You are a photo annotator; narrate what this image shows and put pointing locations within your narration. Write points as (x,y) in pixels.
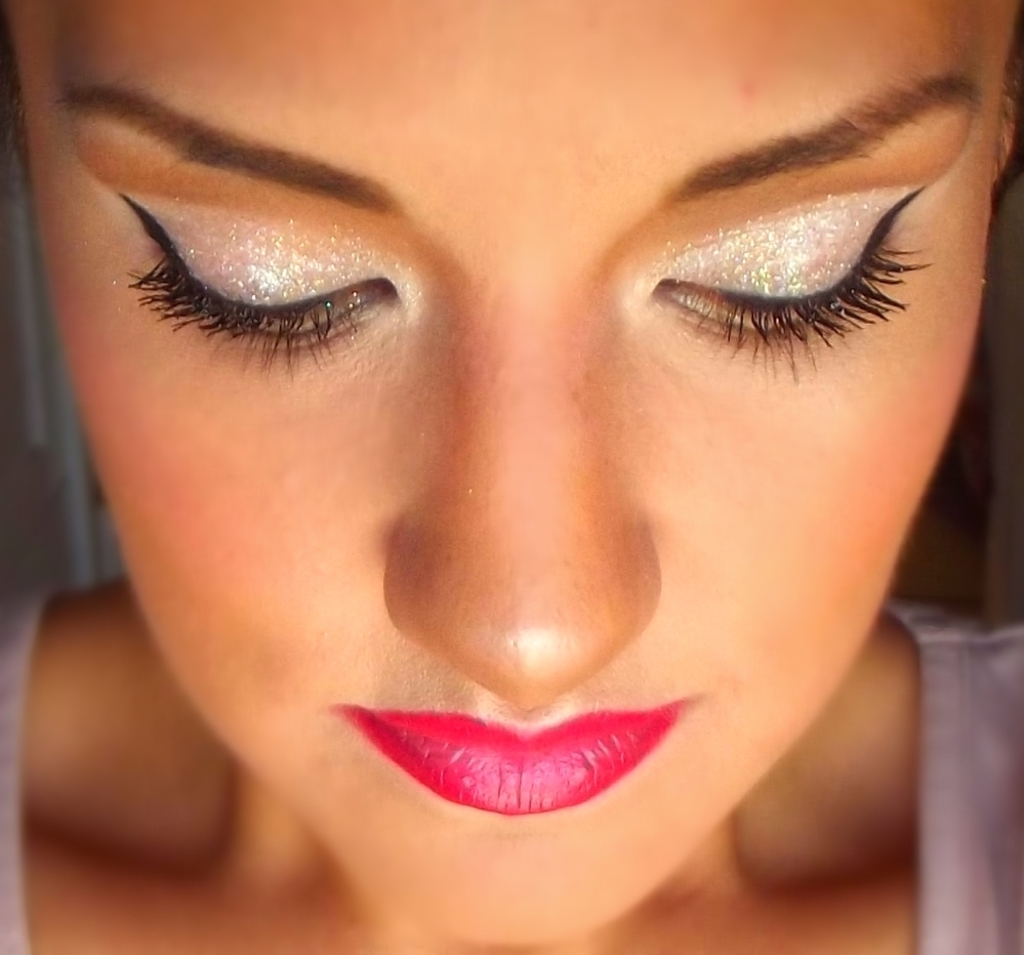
In this picture I can see the face (515,476) of a person (518,447) in which I can see red lips (537,748) and eyeliner (239,303).
